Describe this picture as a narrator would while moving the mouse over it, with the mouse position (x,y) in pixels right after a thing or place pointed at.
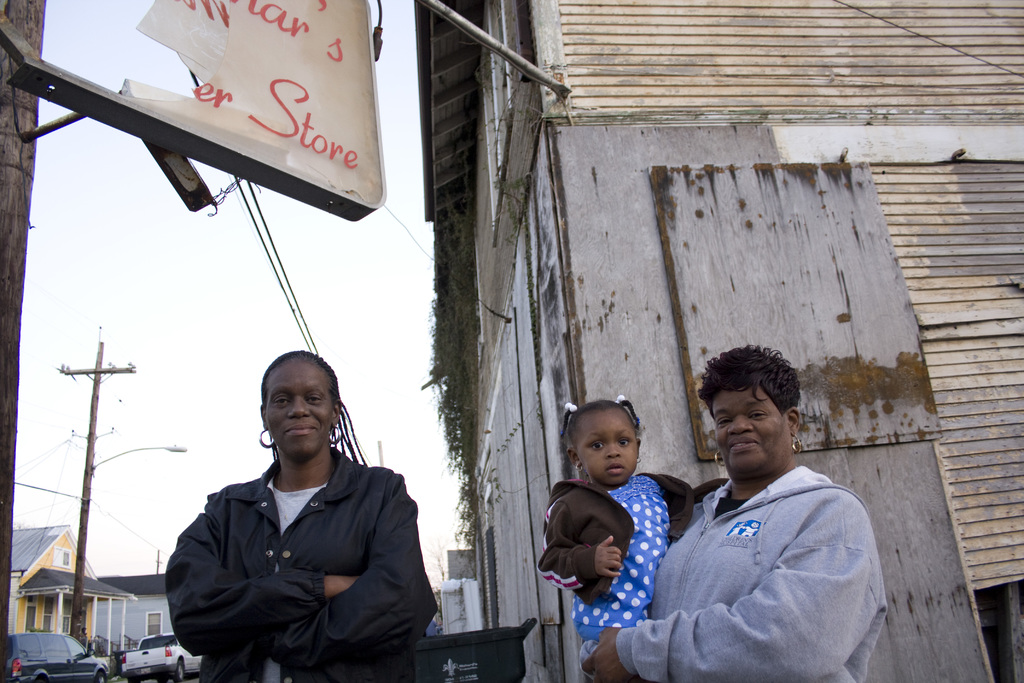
Here we can see two persons (759,530) and she is holding a kid (633,563). In the background (430,101) we can see houses (128,600), poles (2,427), wires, vehicles (175,642), board (286,128), and sky (347,290).
